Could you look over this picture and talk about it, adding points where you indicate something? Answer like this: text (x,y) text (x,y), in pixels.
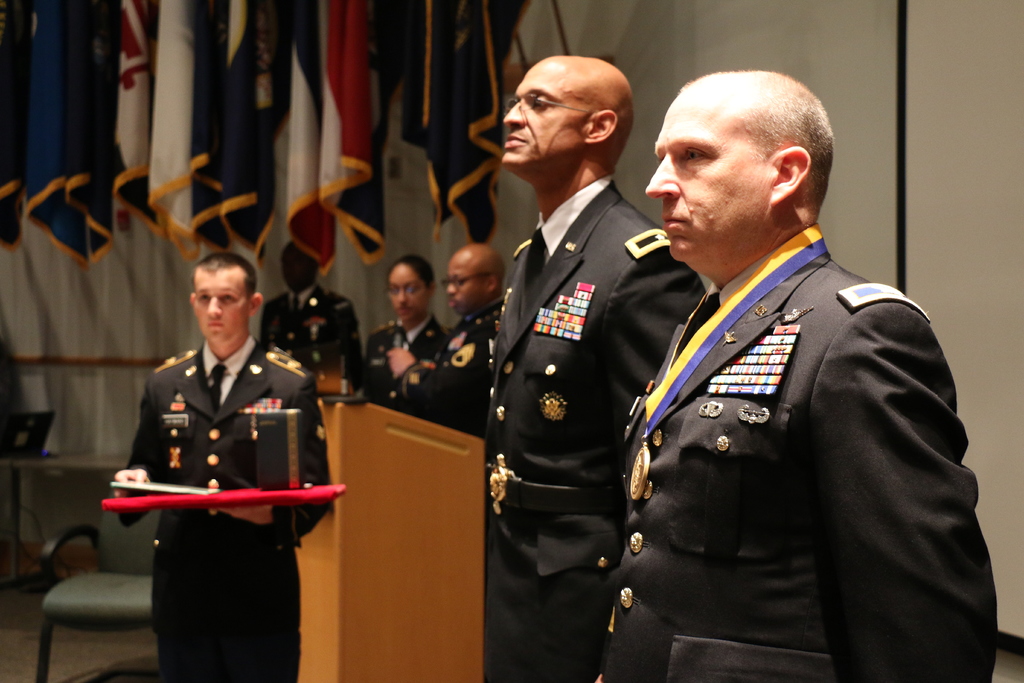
Here in this picture we can see a group of people (483,351) standing on the floor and we can see all of them are wearing uniforms (374,392) and the person (303,512) on the left (273,494) is holding a tray (172,500) with somethings (177,488) present on it and behind him we can see a speech desk (332,436) present and on the extreme left side (118,549) we can see a chair (112,560) present and behind them we can see number of flag posts (252,193) present.
